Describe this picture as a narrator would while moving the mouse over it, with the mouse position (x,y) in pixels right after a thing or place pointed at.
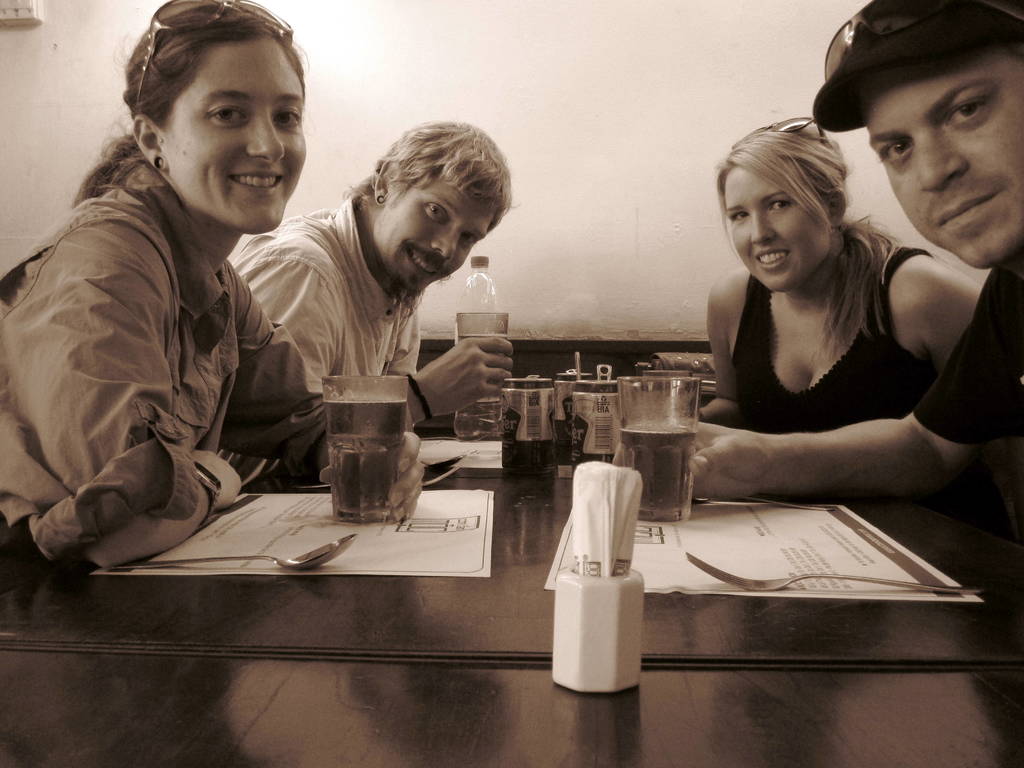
4 people (805,321) are sitting. people (410,462) at the front (358,446) are holding a glass (672,432). person (487,352) at the back (485,375) is holding a glass (483,325). on the table (477,603) there are spoons (322,554), tissue papers (591,531).
